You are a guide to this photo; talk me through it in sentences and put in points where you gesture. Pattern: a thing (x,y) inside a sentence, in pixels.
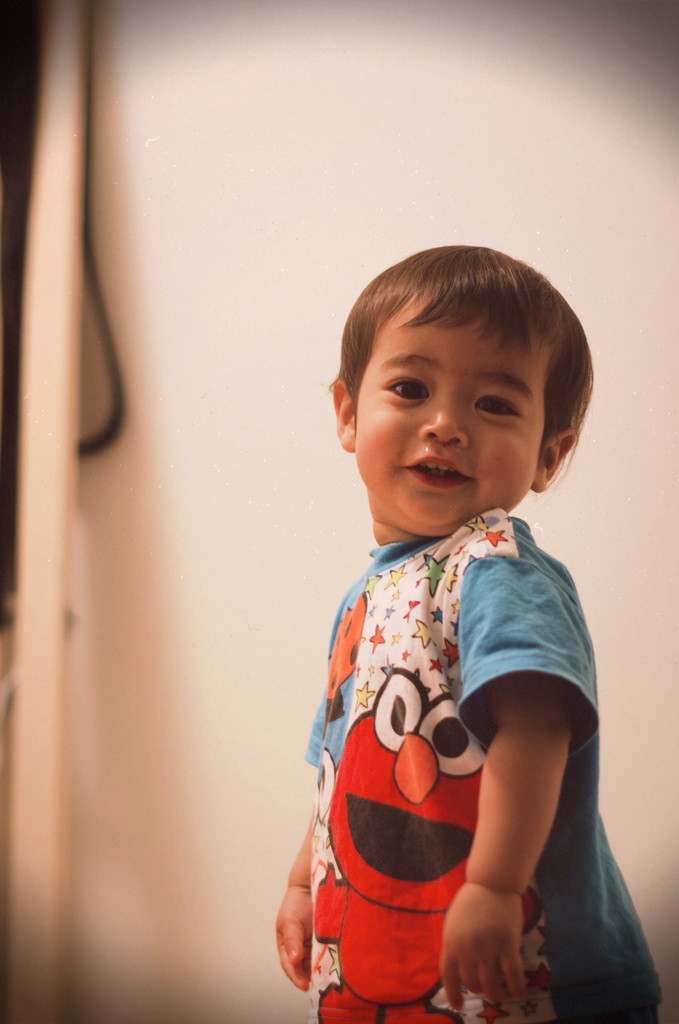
In this picture I can see a boy (434,645) in the middle (440,645), he is wearing a t-shirt (470,672).
